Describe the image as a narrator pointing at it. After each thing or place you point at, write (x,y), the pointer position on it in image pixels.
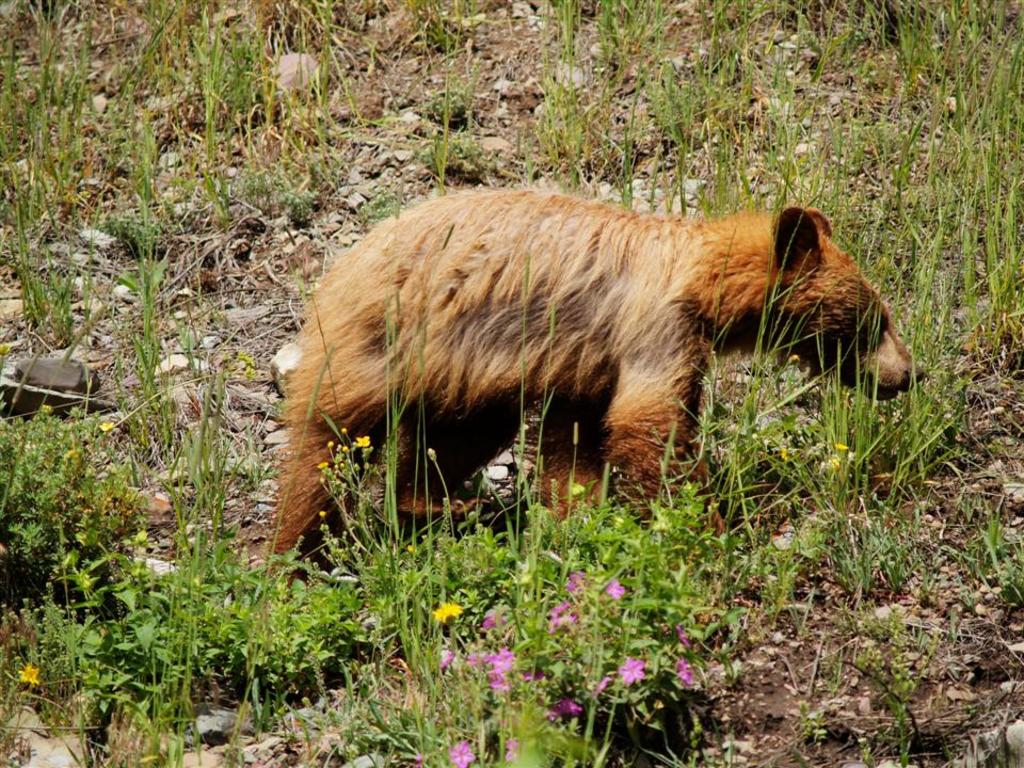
In the center of the image (396,351) there is a bear (679,368). In front of the image there are plants (521,611) and flowers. At the bottom of the image (803,527) there is grass (471,639) on the surface (763,111).
